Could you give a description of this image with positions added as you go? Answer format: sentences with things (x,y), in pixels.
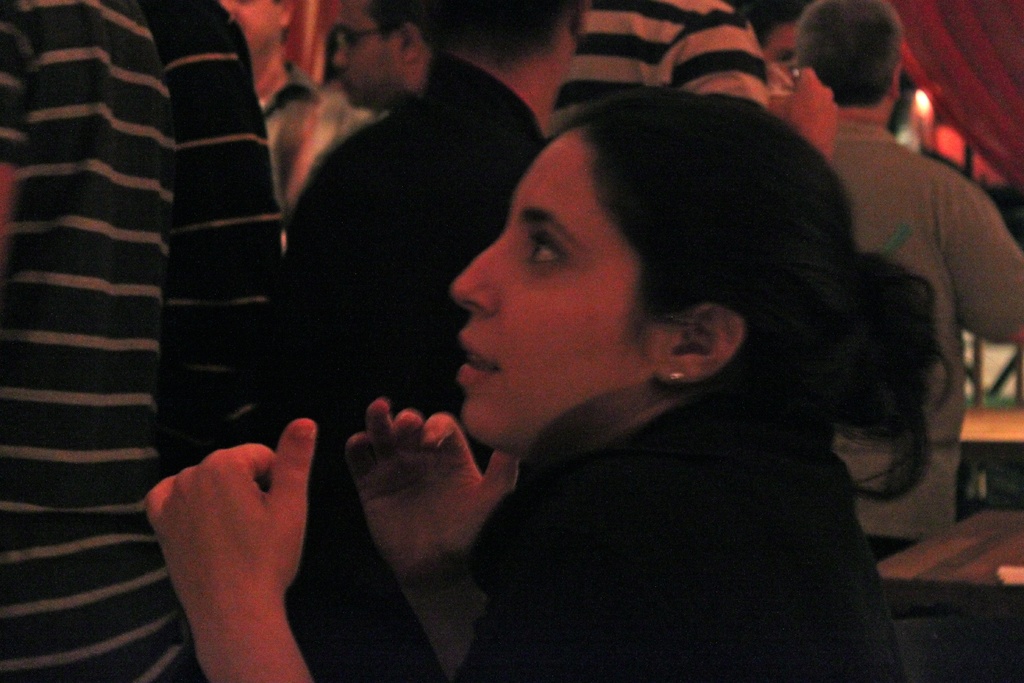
In the background (385,18) we can see people (543,76). In this picture we can see a woman (626,99). On the right side of the picture (987,181) we can see objects (979,502) and a light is visible.
